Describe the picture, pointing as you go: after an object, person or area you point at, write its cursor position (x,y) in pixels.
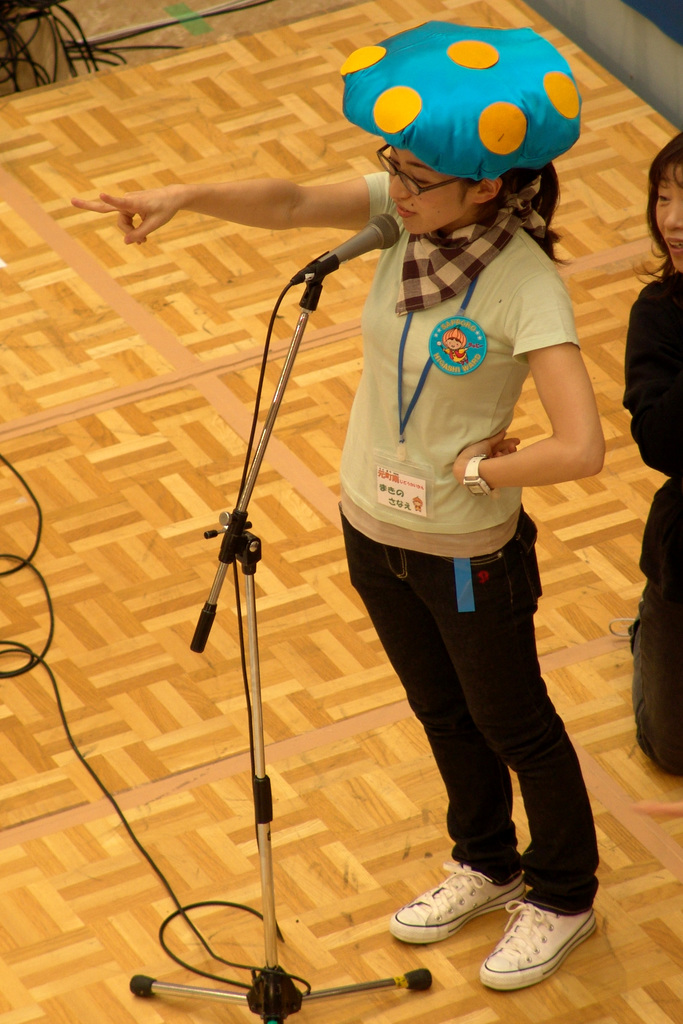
This image consists of a girl (500,503) talking in the mic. She is wearing a cap (486,176) and white shoes (483,913). At the bottom (302,833), there is floor (84,926). To the top left (84,56), there are wires (89,50). Behind her there is another girl (677,385) sitting on the knees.
